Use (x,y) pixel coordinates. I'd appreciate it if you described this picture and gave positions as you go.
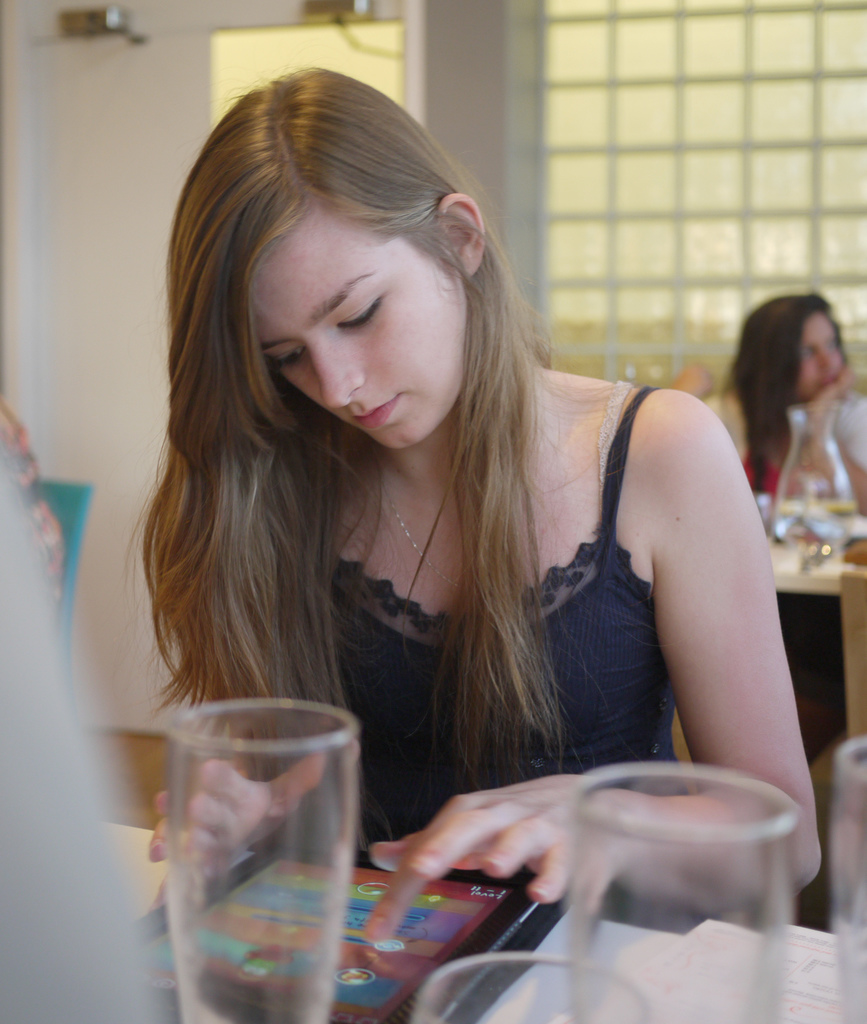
In this picture there is a woman (584,564) wearing black dress (602,709) and playing in a tab (416,910) which is placed in front of her on the table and there are few glasses (579,979) and some other objects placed beside it and there is a woman (797,384) sitting in the right corner (791,339) and there is a person (57,536) sitting in chair (52,488) in the left corner (55,524).
